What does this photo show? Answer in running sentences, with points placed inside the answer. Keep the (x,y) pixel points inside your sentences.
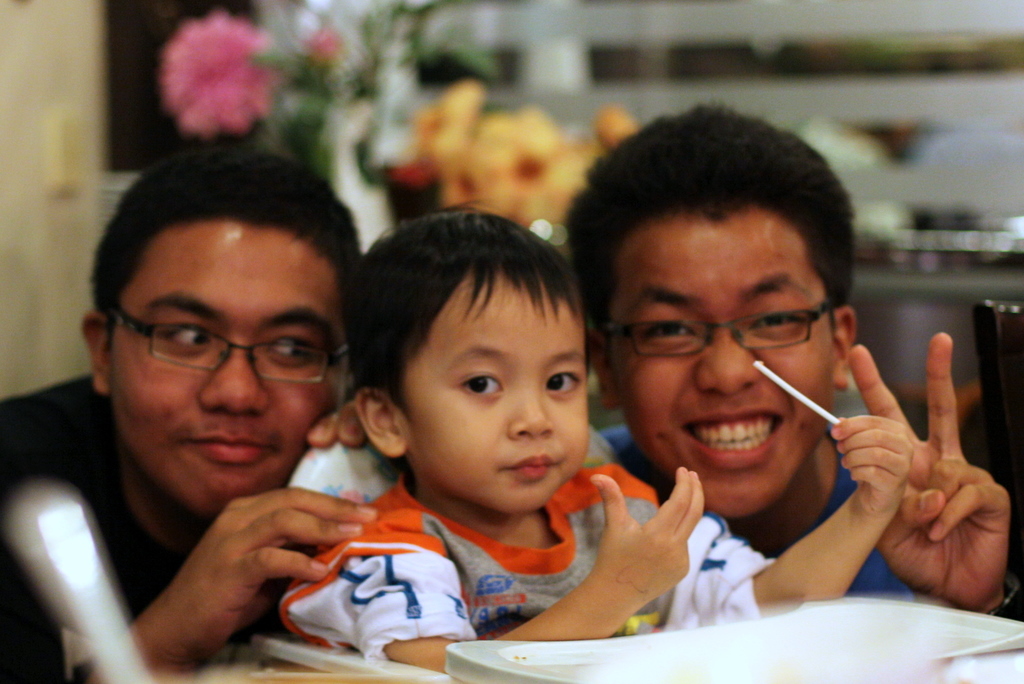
In this image, we can see a kid (534,323) in between two persons (693,297). In the background (956,296), image is blurred.
